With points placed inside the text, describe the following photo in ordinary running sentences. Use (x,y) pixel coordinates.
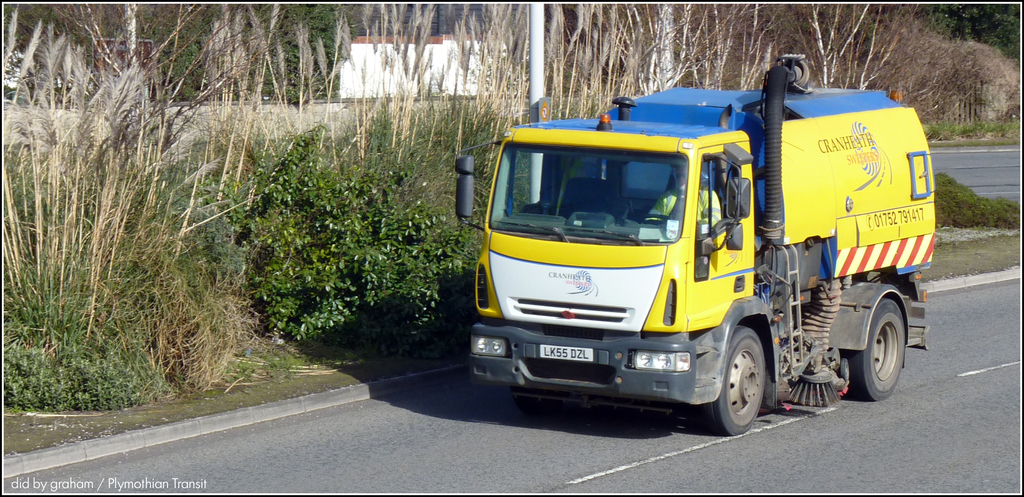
In this image, we can see a yellow color truck (731,281) on the road (331,480), there are some green color plants (343,264) and trees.
